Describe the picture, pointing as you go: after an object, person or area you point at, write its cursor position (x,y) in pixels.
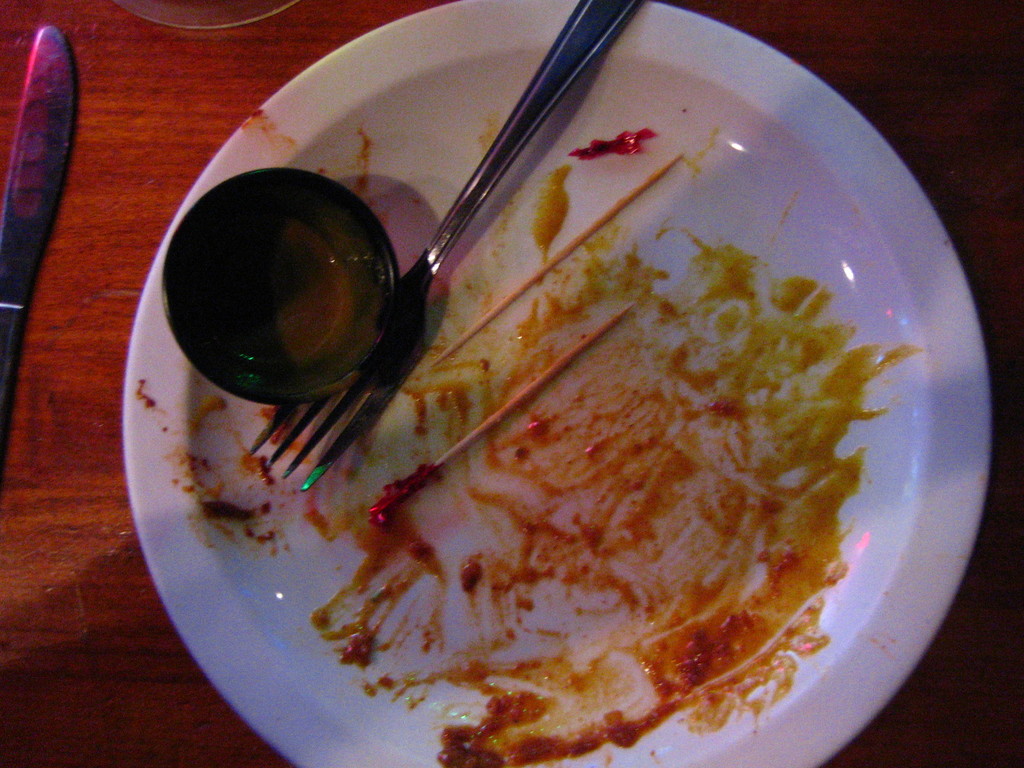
This image is taken indoors. At the bottom of the image (112,678) there is a table (169,177). In the middle of the image (441,460) there is a plate (877,164) with a bowl (251,291), a fork (477,191), toothpicks (539,271) and sauce (545,520) on it. On the left side of the image (45,216) there is a knife (39,216) on the table (82,209).
